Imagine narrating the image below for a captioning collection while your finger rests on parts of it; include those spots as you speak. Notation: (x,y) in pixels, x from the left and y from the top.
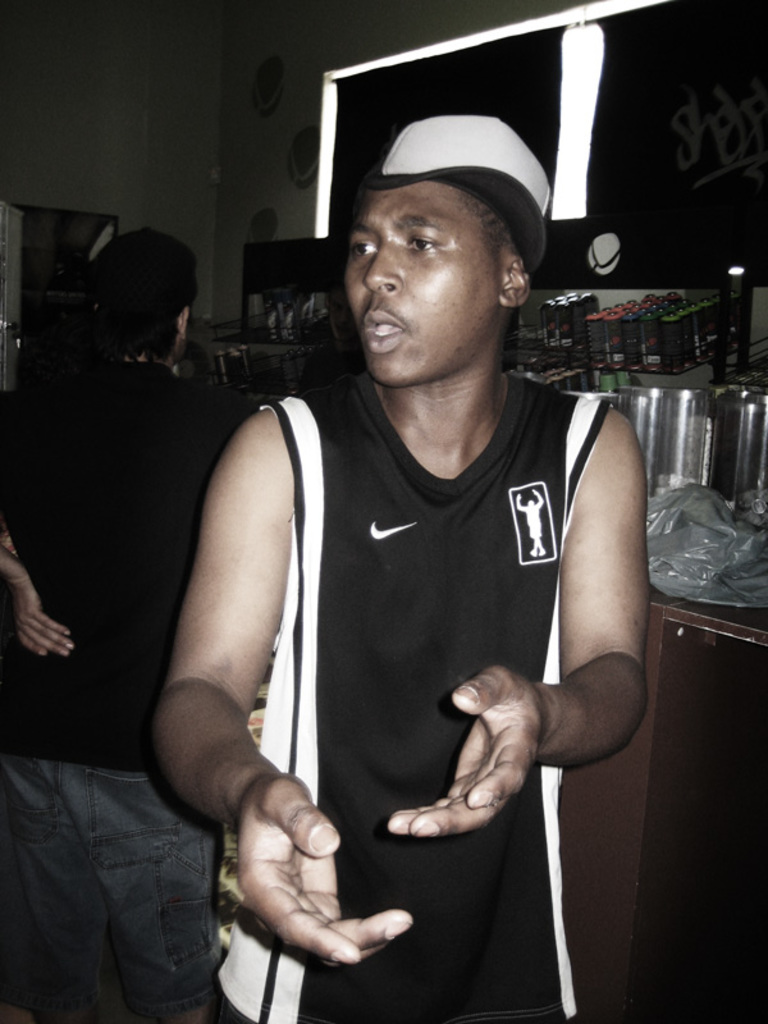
In the center of the image (326,501) there is a man (461,535) standing. He is wearing a black shirt (465,632), behind him there is another man (140,681). On the right (687,629) there is a table (685,629) and we can see things (673,462) placed on the table (678,636). In the background (291,171) there is a wall (235,169).
